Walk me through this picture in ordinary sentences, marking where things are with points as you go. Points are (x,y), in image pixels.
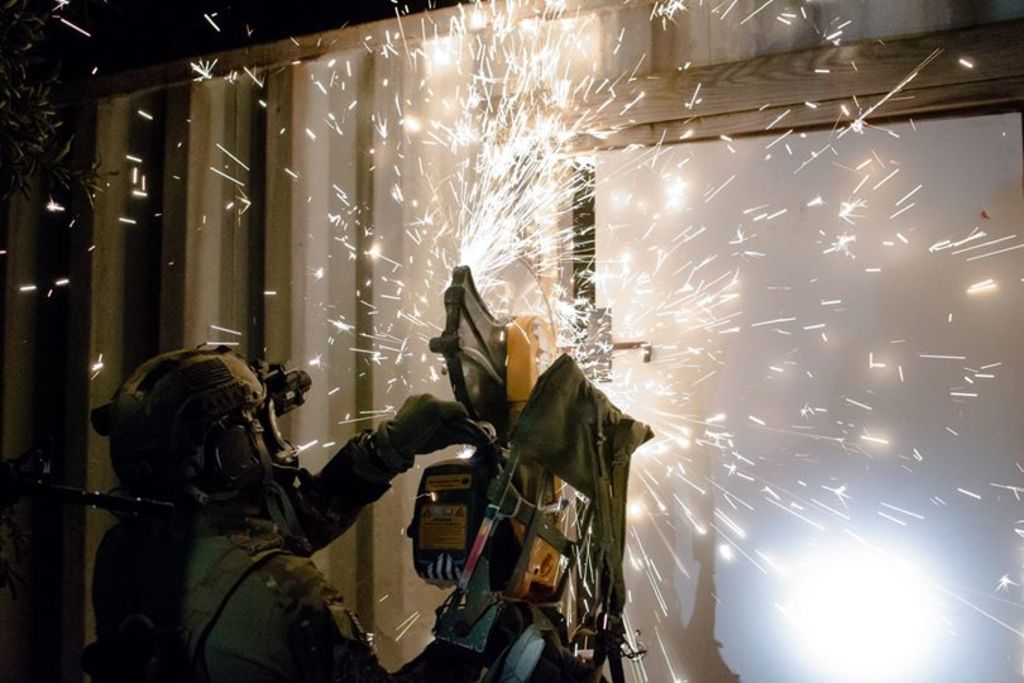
In this image we can see one man (260,597) with helmet (181,386) standing, holding a cutting tool (500,364) and doing cutting work. There is one object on the left side of the image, one round object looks like a light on the bottom right side of the image (809,649), one tree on the left side of the image (66,189), some sparks (494,235) and one object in the background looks like a door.
